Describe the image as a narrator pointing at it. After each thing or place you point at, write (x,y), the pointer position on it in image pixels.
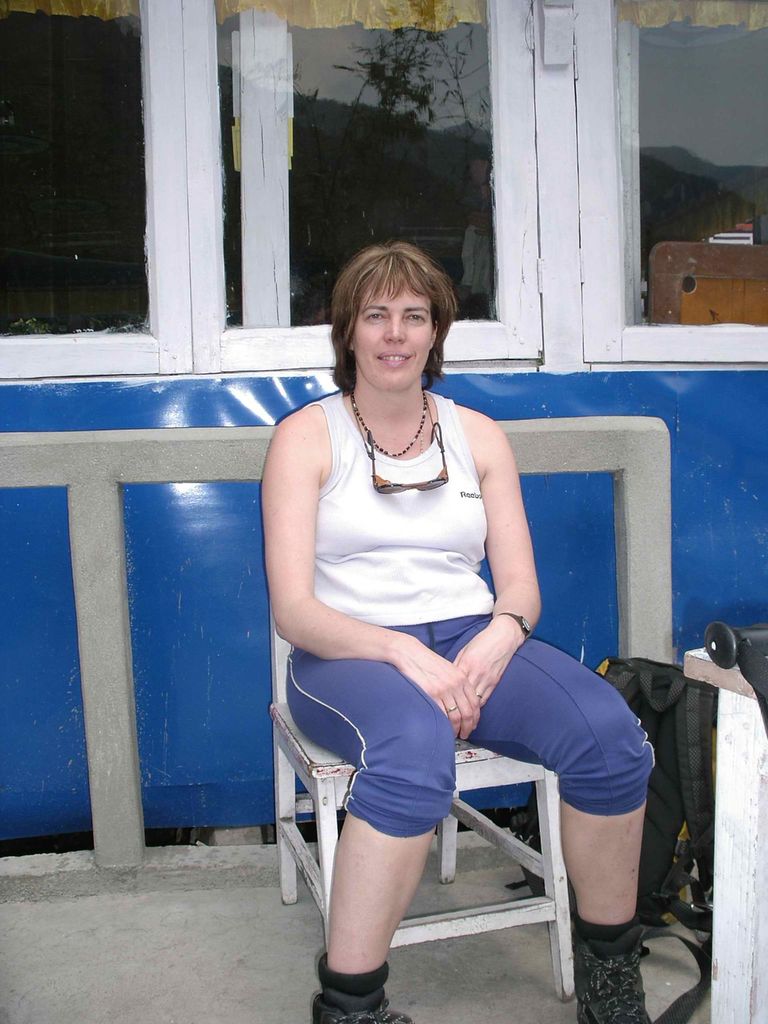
In this image we can see a woman (436,572) sitting on the chair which is on the ground (235,888) and she is smiling. In the background (137,440) there is a fence (134,454) and also the glass windows (395,177) and with the help of the glass window (450,150) we can see the trees (387,111), sky (491,110) and also the hills (687,166). On the right (671,739) there is a black color bag (679,788).
